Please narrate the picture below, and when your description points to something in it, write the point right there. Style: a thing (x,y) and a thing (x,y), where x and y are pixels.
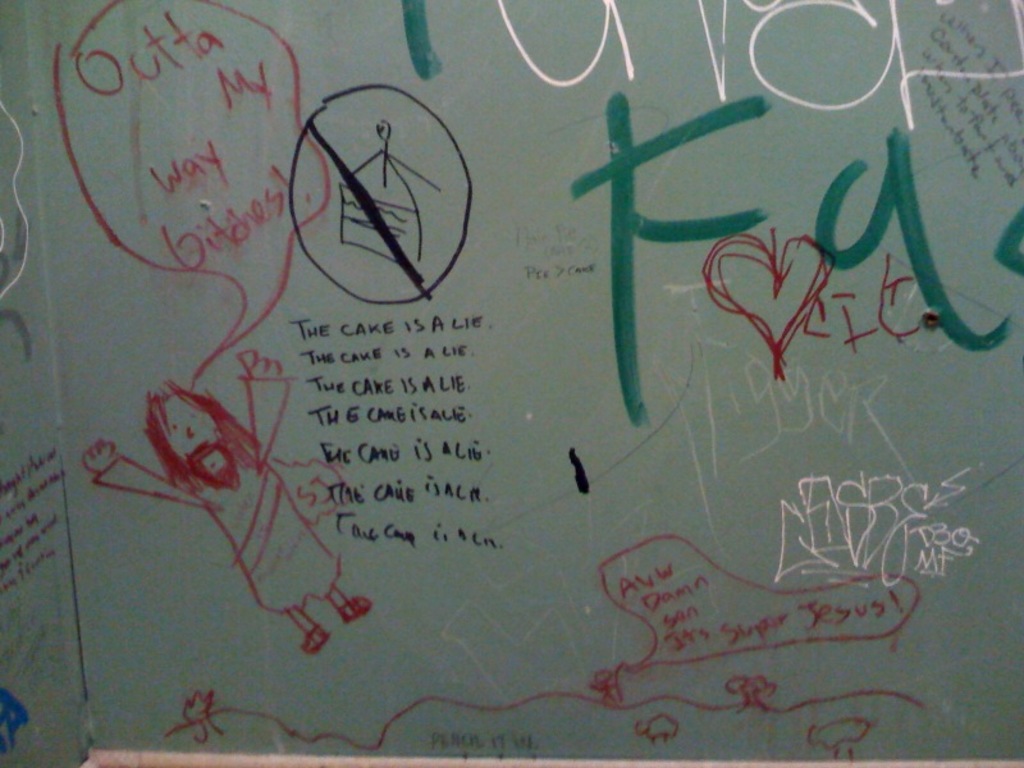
In this picture I can observe a wall (558,497) on which there are some drawings (208,457). I can observe some text (440,409) on the wall (522,400).
